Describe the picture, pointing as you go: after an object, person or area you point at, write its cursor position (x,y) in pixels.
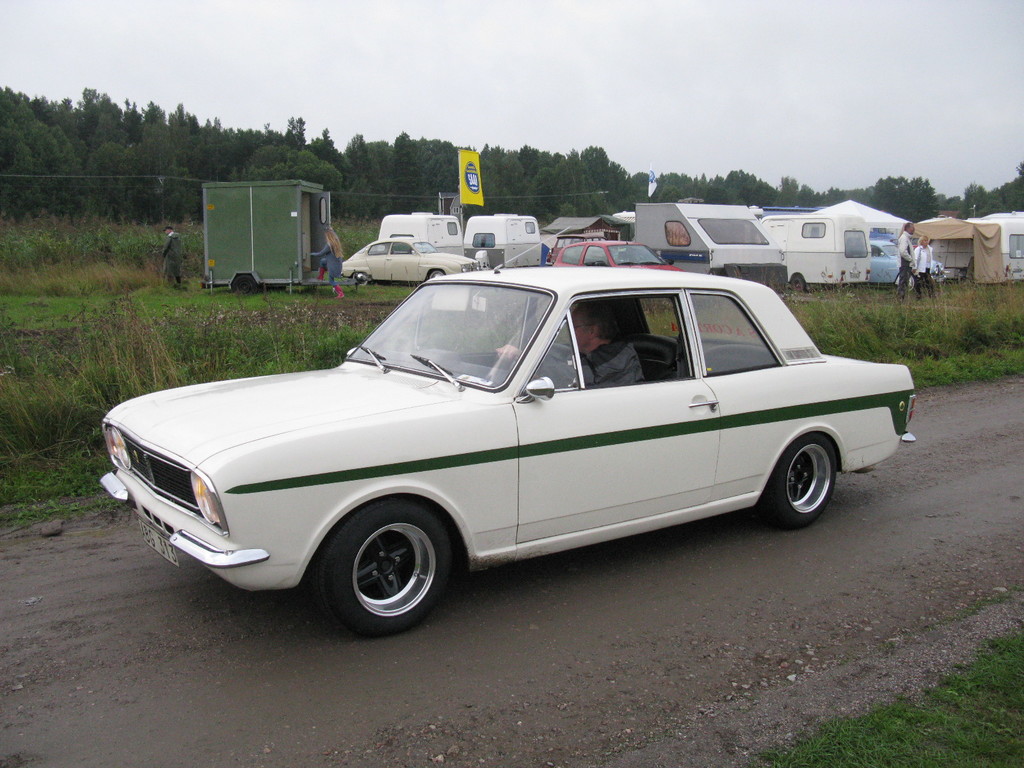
This image is taken outdoors. At the top of the image (238,68) there is a sky (476,70) with clouds (706,61). At the bottom of the image (525,684) there is a road (765,654) and there is a ground (985,679) with grass (925,345) on it. In the middle of the image (563,308) a car (364,370) is moving on the road (263,594). In the background (15,179) there are many trees (105,203) and plants (189,283) and many vehicles (240,267) are parked on the ground (990,295) and there are a few tents (572,221). A few people (924,260) are walking on the ground (150,279).
